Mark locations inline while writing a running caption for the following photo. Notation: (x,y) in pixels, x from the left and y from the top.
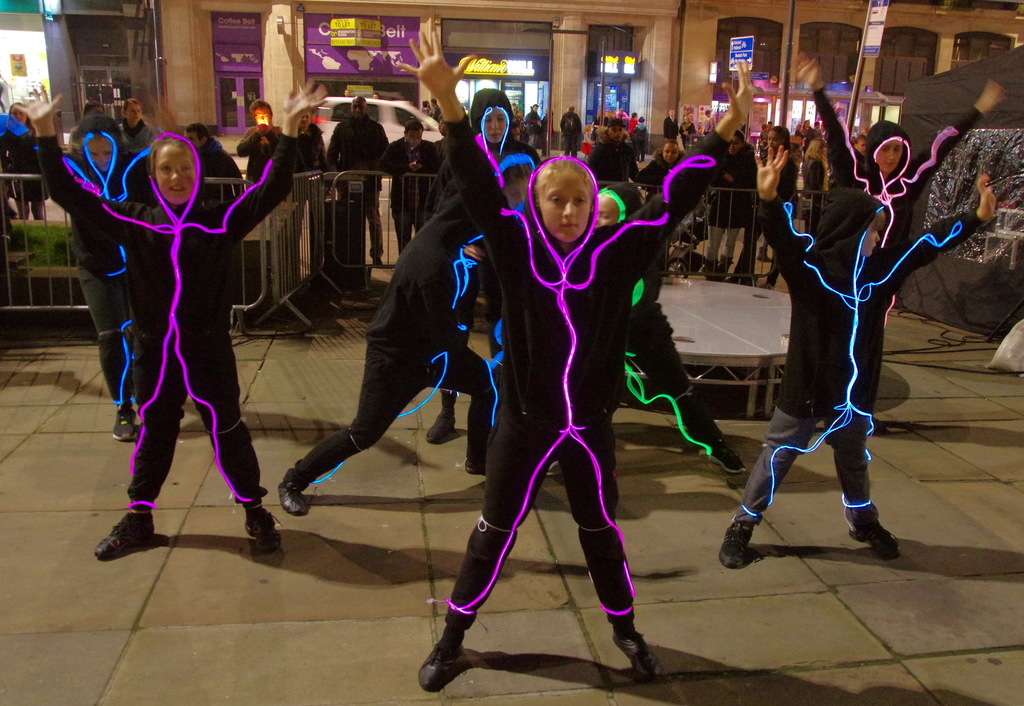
In the picture we can see some children (528,394) are dancing on the path (1015,496) and behind them, we can see some people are standing near the railing (275,255) and in the background (236,125), we can see a building (242,7) and shops (591,84) to it and we can also see some poles (866,55) with boards (867,40) to it.
